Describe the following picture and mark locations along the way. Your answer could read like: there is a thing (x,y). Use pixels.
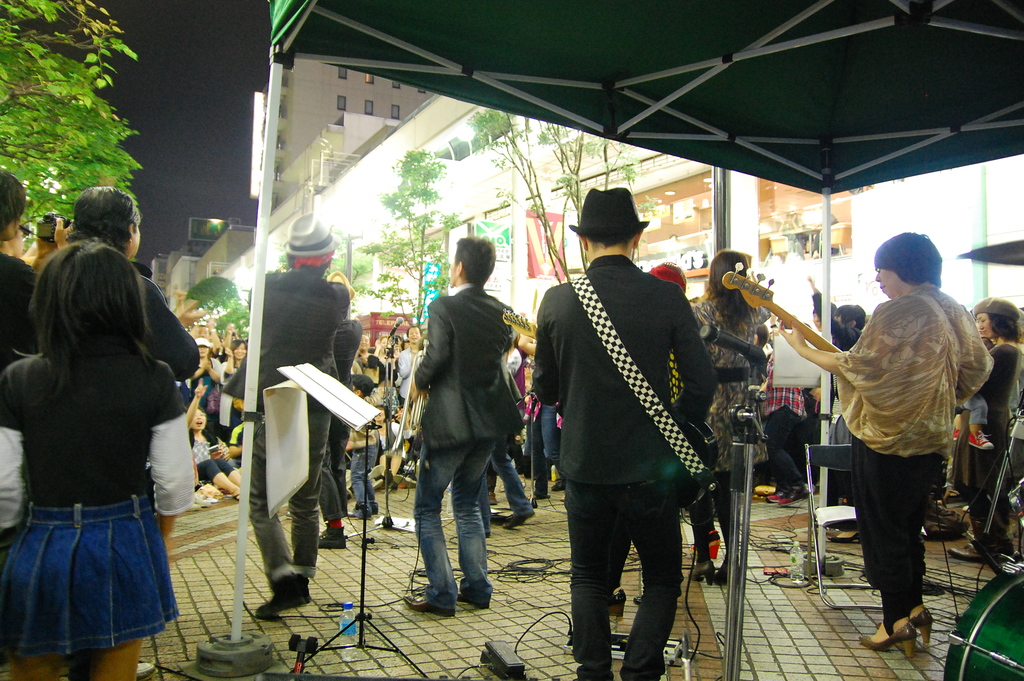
In this image we can see few people (424,608) standing on the floor (510,612) and few people (599,609) standing under the tent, there are few mic's (732,351), a book (342,411) on the book stand (364,611), a bottle (353,618) near the book stand (361,643), two persons (859,349) are playing guitars (519,324), a person (44,244) is holding camera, in the background (158,130) there are building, boards (496,256), trees (44,213) and the sky (185,118).
